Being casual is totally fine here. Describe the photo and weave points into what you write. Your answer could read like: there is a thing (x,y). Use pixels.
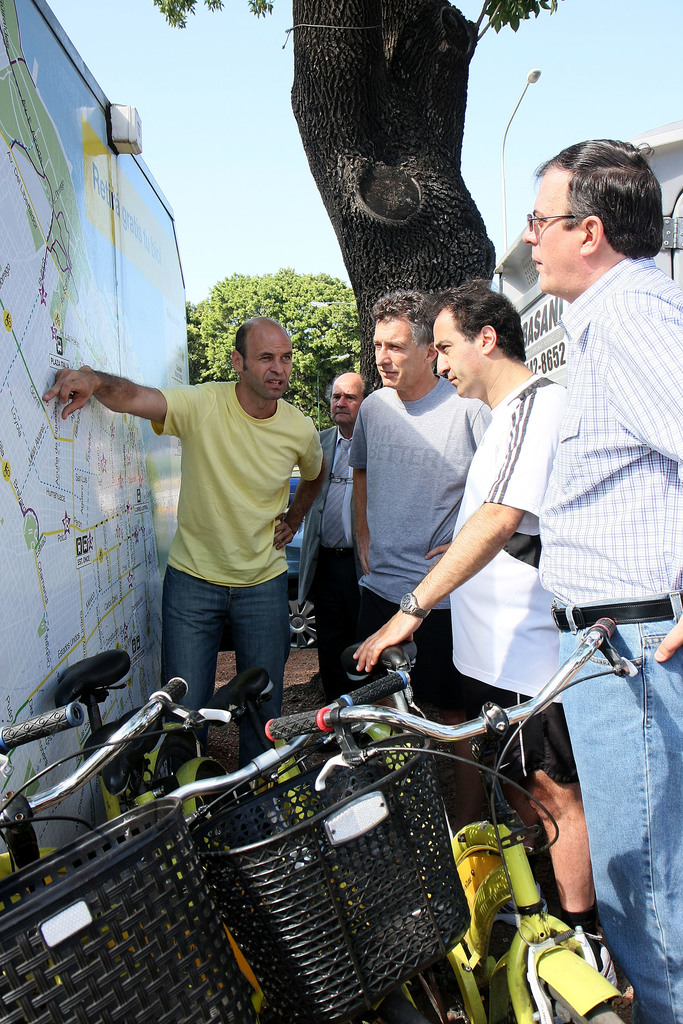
In this image we can see the people (368,518) standing on the ground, in front of them, we can see the bicycles (197,787) and board (65,202) with text (119,205). In the background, we can see the trees (325,46), building (523,323) and the sky (554,93).
